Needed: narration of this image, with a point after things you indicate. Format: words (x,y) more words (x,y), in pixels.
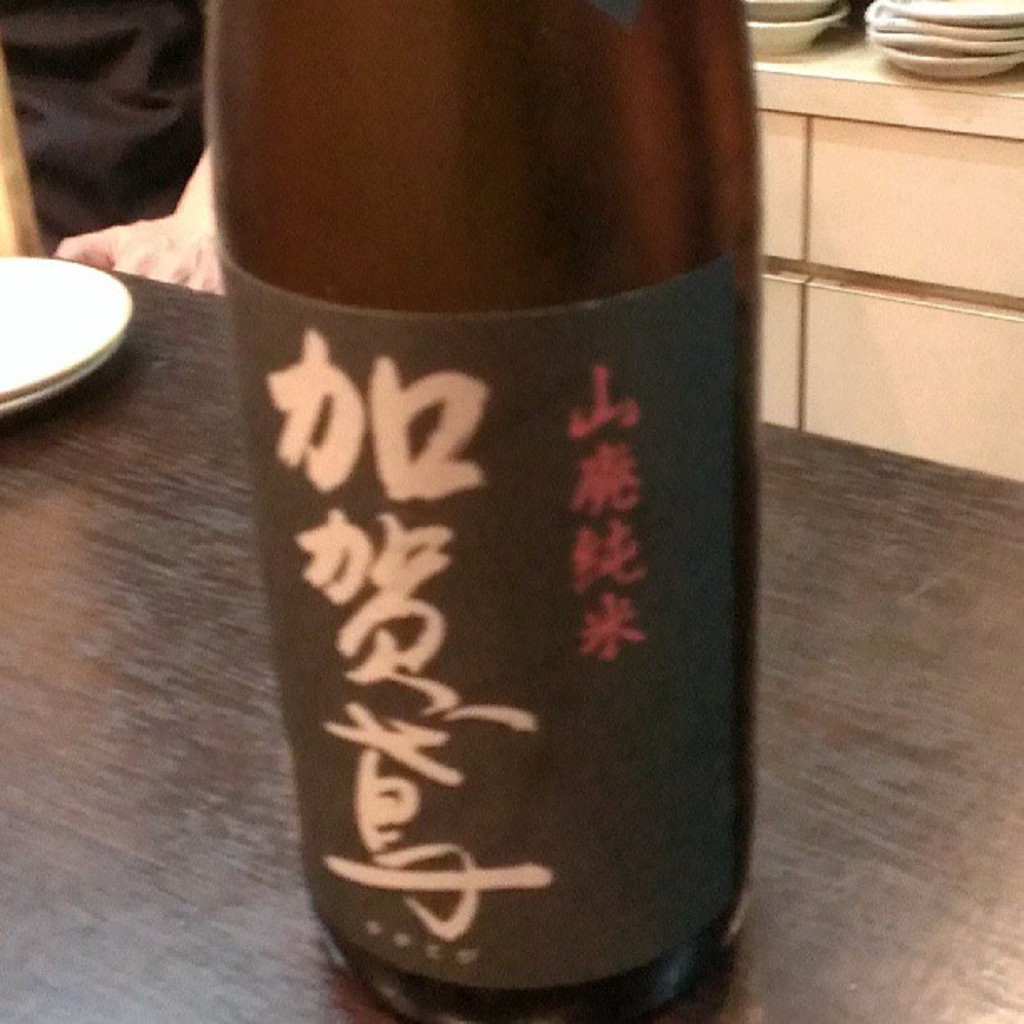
In this image we can see a bottle (374,345) which is of brown color is on table (221,591) and at the background of the image (166,167) there is a person (135,181) wearing black color dress (99,136) standing, there are some plates (964,4).
